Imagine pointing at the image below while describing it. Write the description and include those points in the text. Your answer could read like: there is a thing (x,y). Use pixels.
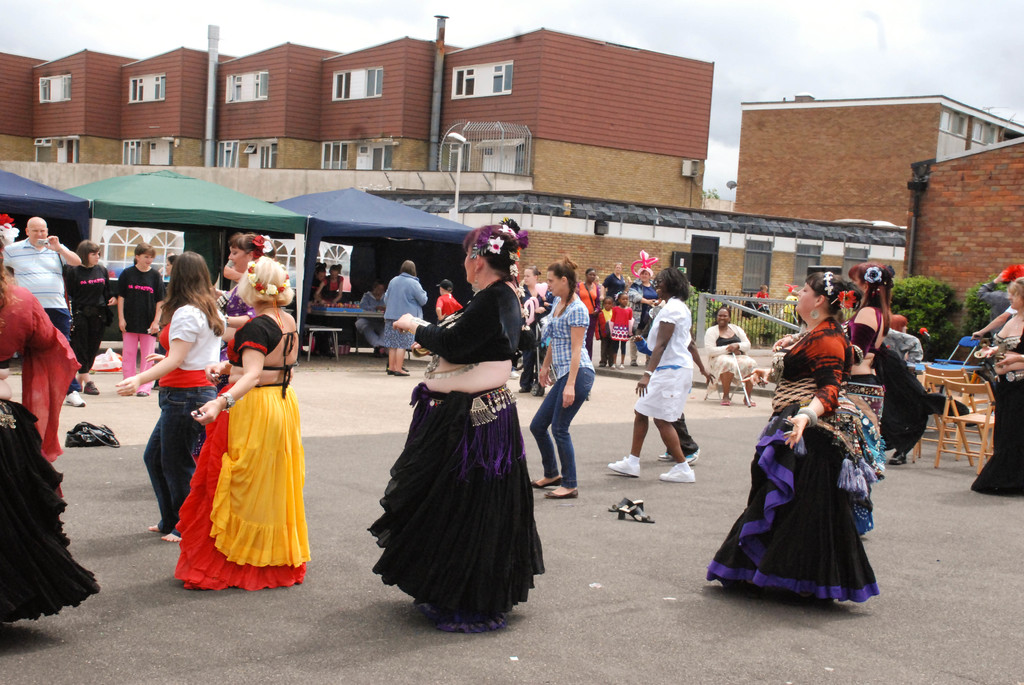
In this image there are group of girls (453,373) dancing on the road (375,507). In the background (209,213) there are three tents (76,201). Behind the tents (283,235) there are buildings (365,112) with the windows (458,70). At the top (792,55) there is sky (855,50). On the right side (954,407) there are chairs (975,389) on the road (947,460).
